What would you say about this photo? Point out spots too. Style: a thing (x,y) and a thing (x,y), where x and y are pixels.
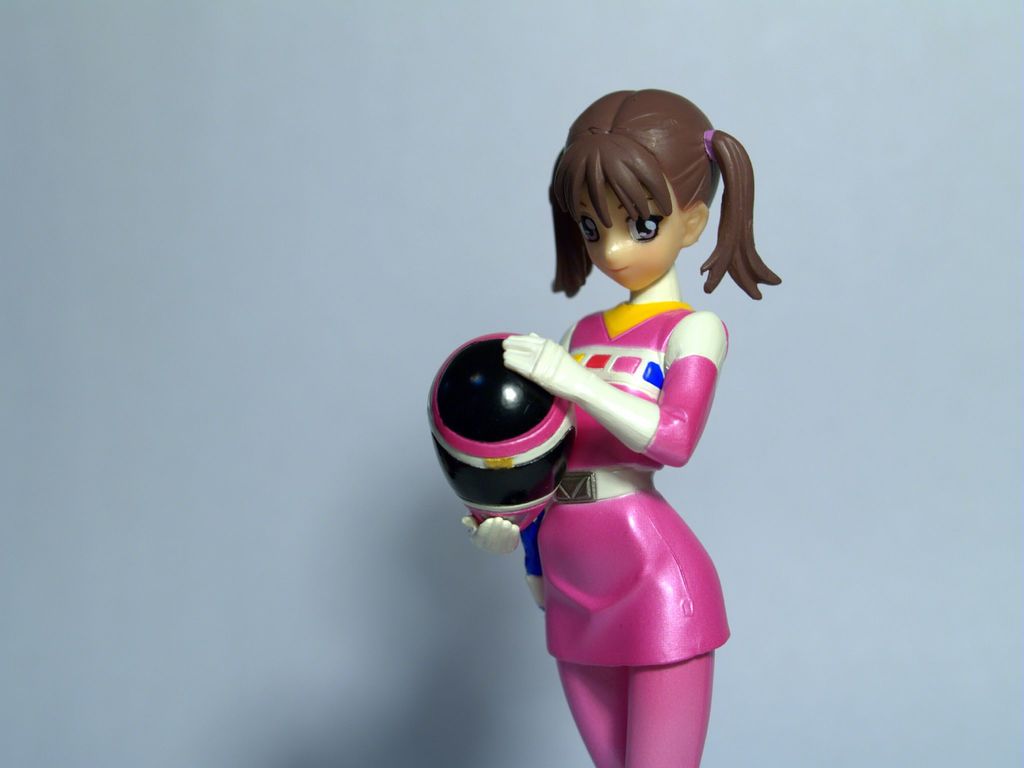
In this image in the center (644,411) there is one toy girl (568,353), and there is white background (300,239).
